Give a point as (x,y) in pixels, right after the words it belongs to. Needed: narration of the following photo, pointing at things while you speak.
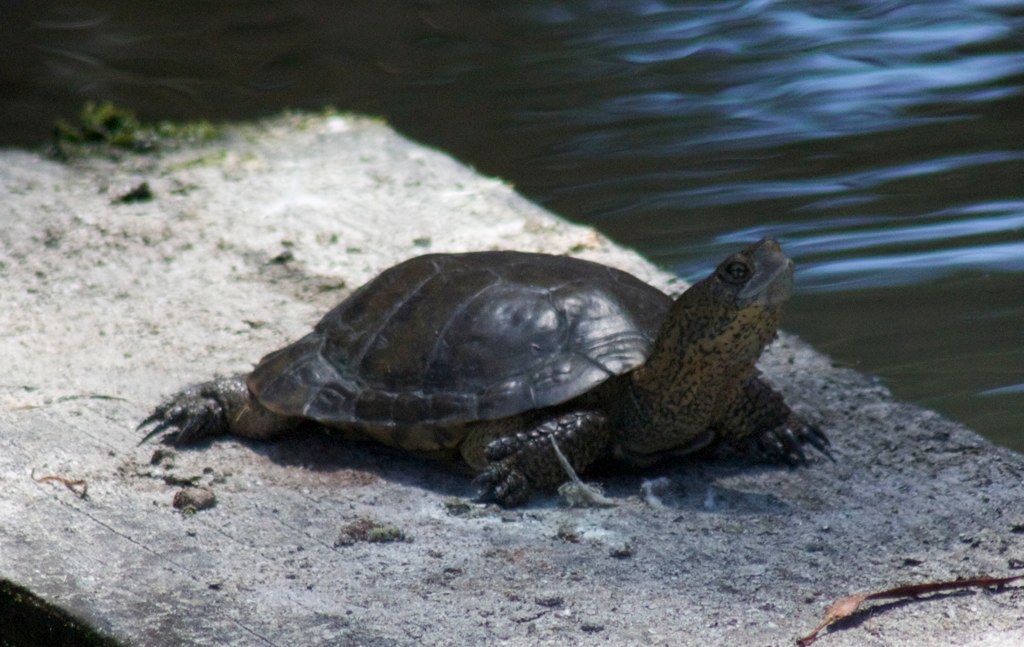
In the image there is a tortoise (405,361) on the wooden surface (592,528). Beside that wooden surface (668,593) on the right side of the image (920,144) there is water (713,135).
